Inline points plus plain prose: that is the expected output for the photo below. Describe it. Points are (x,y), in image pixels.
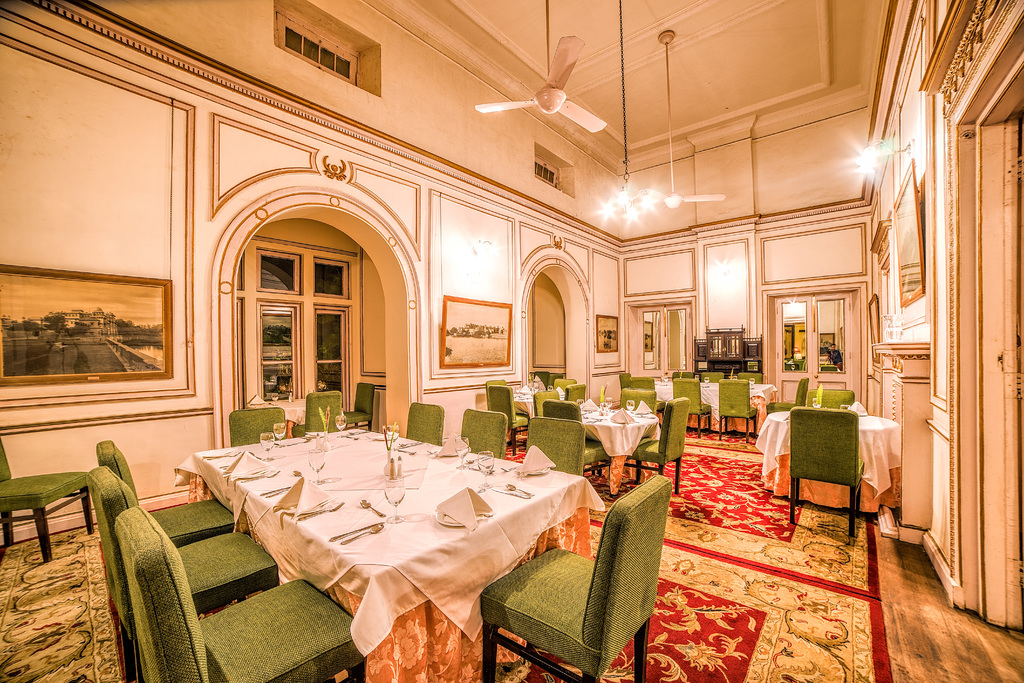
In this image I can see number of green colour chairs (195,675), tables (424,528), ceiling fans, lights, frames (17,343) on these walls (358,343) and on these tables (568,515) I can see white colour table cloths (297,541), number of spoons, napkins (451,452), glasses (392,489) and few other stuffs (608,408).
